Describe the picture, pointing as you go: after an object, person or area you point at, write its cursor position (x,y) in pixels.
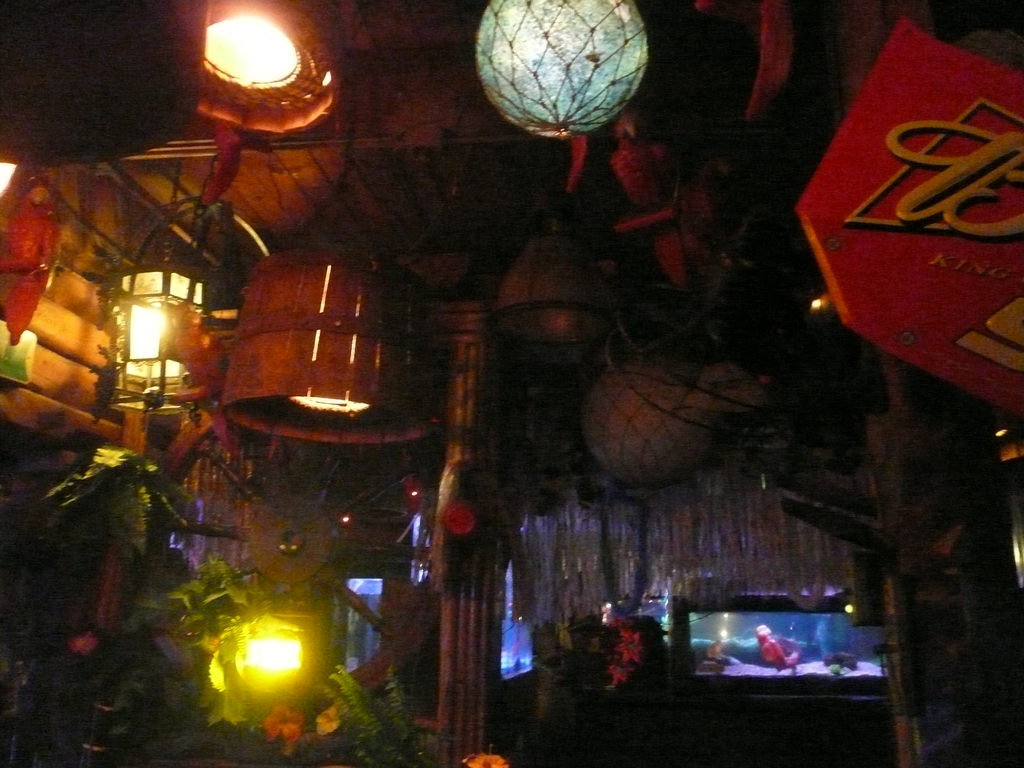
In this picture we can see the aquarium (811,634) near to the wooden wall (761,565). At the top (775,67) we can see the lamps (486,13) and other objects (552,328) which is hanging from the roof (431,79). At the bottom (343,680) we can see the plants (245,626).
